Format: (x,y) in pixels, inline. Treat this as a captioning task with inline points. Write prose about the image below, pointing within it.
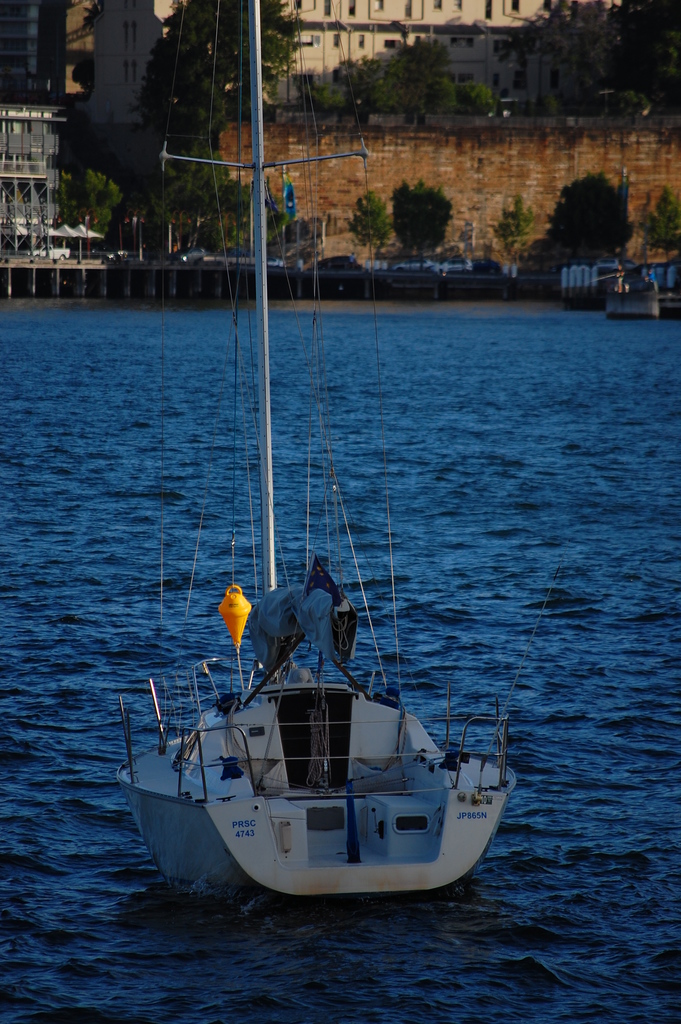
In the foreground of this image (293,734), there is a boat (312,778) on the water (457,939). In the background (123,51), there are buildings (129,41), trees (321,103), bridge (270,296) and the water (138,349).
